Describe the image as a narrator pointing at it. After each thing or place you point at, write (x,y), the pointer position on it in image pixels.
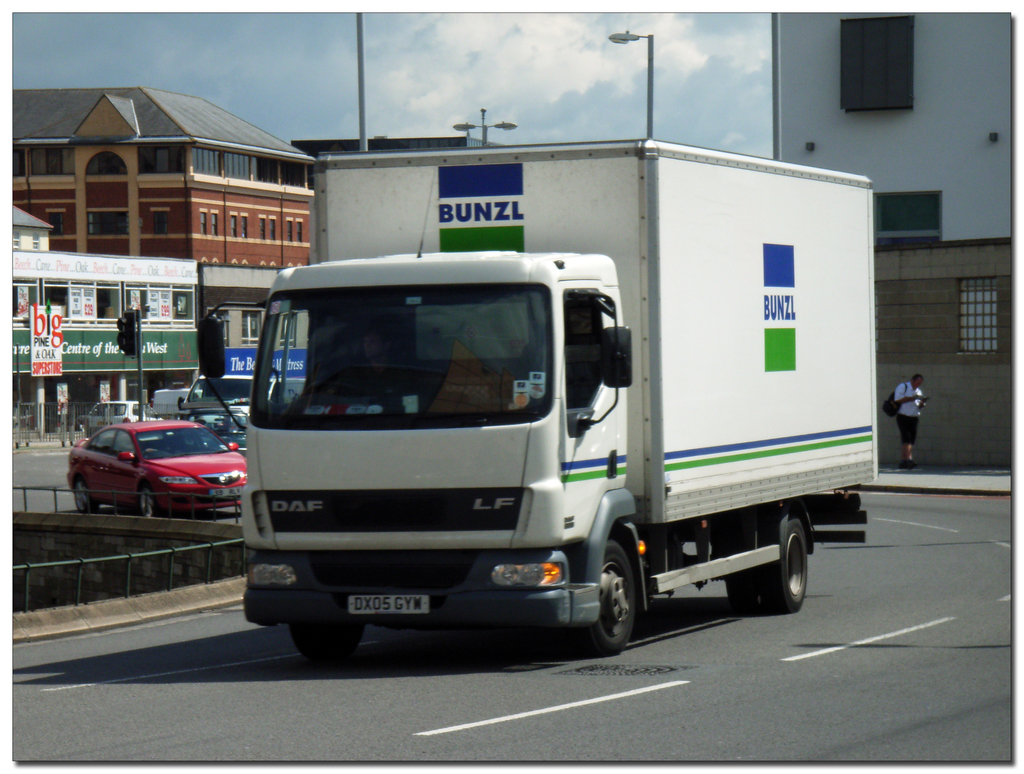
This picture is clicked on the road (639,653). In the front (642,405) there is a white colour van (675,436) running on the road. In the background (886,110) there is a building (945,247) and a man (906,429) standing on the road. At the left side (156,350) there are cars (148,439), sign boards (125,367), buildings (252,236), sky (229,53) and cloud (509,61) on the top (483,53).
